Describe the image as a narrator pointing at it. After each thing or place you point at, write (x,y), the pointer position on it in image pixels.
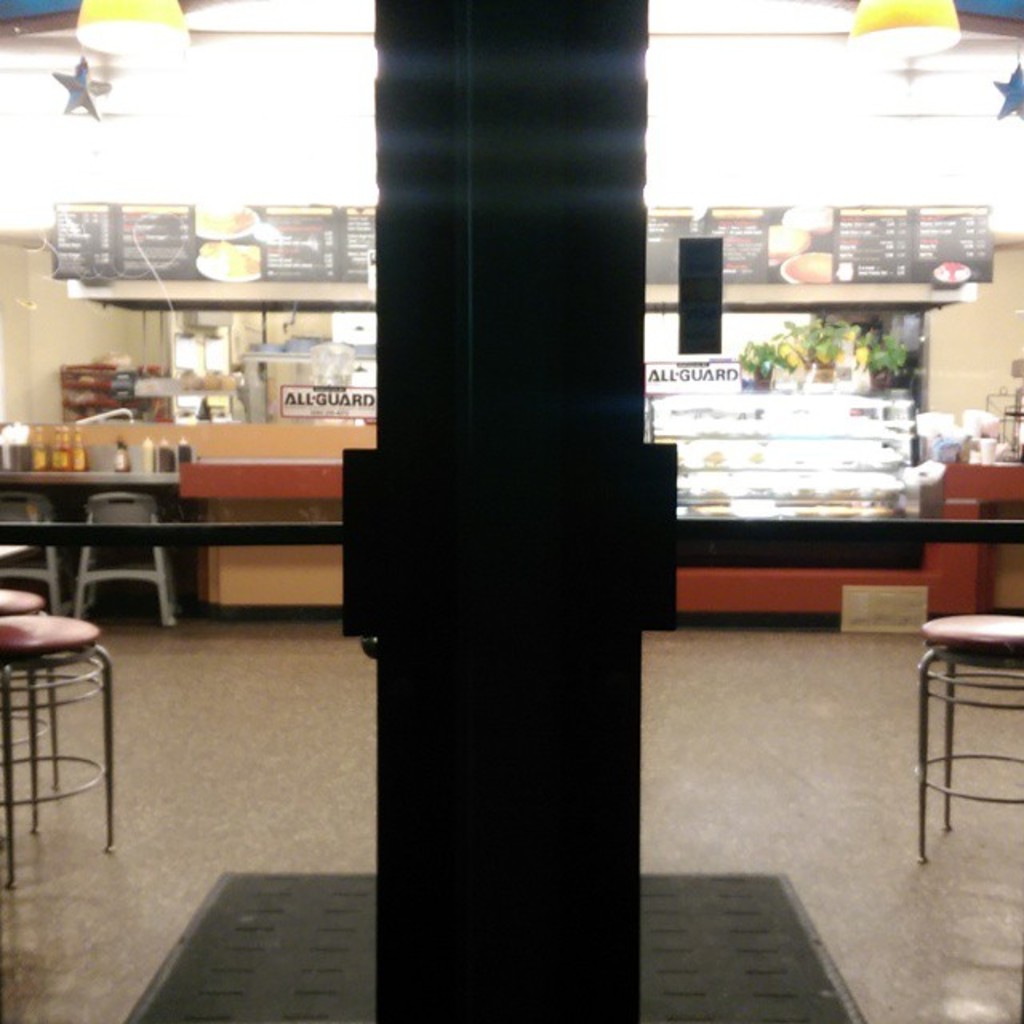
This picture is taken from outside the room (376,764). In this image, in the middle (462,484), we can see a black color pillar (519,865). On the left side (151,503), we can see tables (117,474) and chairs (125,514), on the table (81,480), we can see some bottles (52,464). On the right side (1012,636), we can see tables (983,571) and chairs (997,644). In the background (864,450), we can see a glass table (702,437) with some food items (739,464) and a board (678,369) with some text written on it. At the top (300,38), we can see a roof (955,62) with few lights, at the bottom (775,920), we can see a mat (804,946).
